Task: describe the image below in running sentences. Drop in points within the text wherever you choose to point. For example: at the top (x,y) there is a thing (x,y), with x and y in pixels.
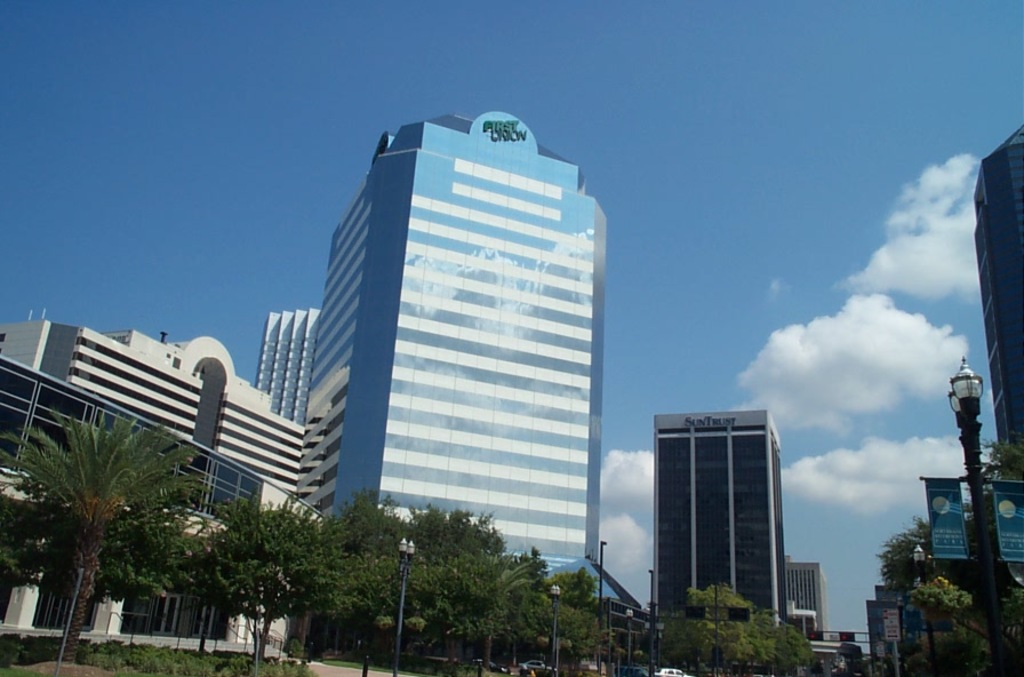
In this picture I can see buildings (400,504), trees (373,581) and street lights (981,554). In the background (649,300) I can see the sky (652,369) and on the right side (963,521) I can see banners (956,513).
